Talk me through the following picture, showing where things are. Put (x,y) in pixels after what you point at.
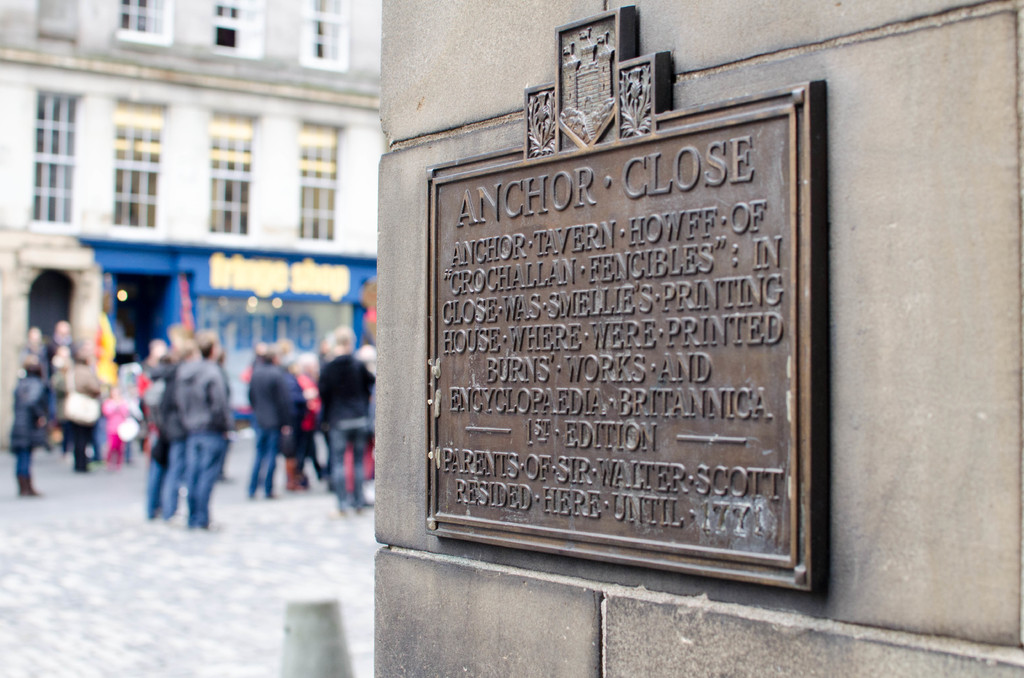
In this image we can see few persons (207,419) standing on the ground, there are buildings (196,246) around them, also we can see a frame (664,379) with some text (668,302) written on it, and it is placed on the wall (938,640).
